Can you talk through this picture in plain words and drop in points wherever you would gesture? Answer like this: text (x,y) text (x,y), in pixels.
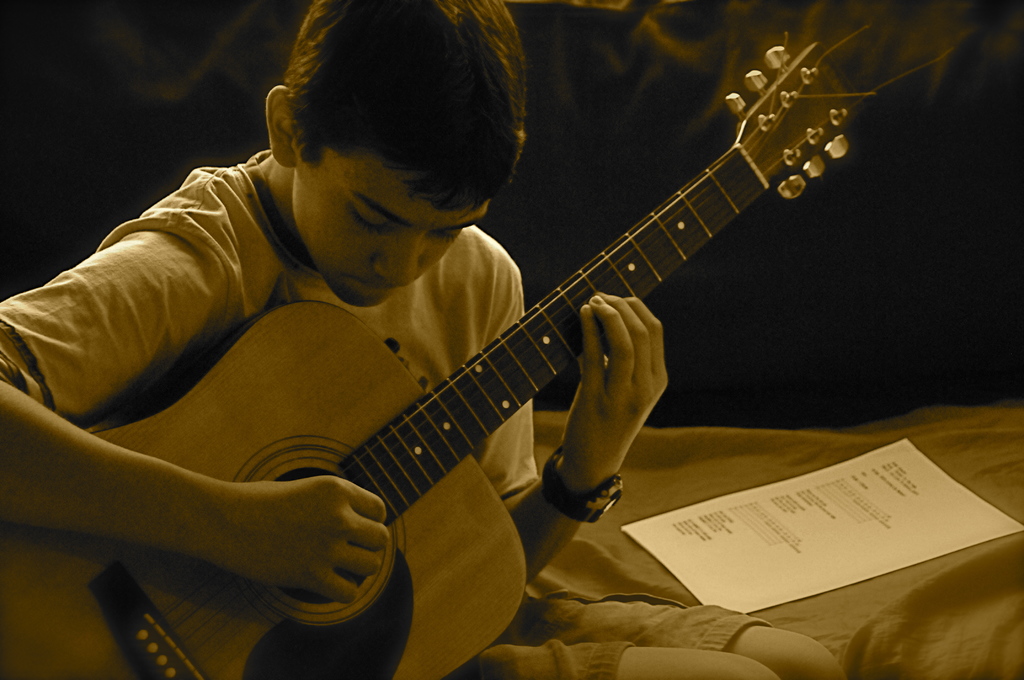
In this image there is a kid (259,577) wearing T-shirt (435,324) playing guitar (368,595) and at the right side of the image (840,498) there is a paper (834,527).
